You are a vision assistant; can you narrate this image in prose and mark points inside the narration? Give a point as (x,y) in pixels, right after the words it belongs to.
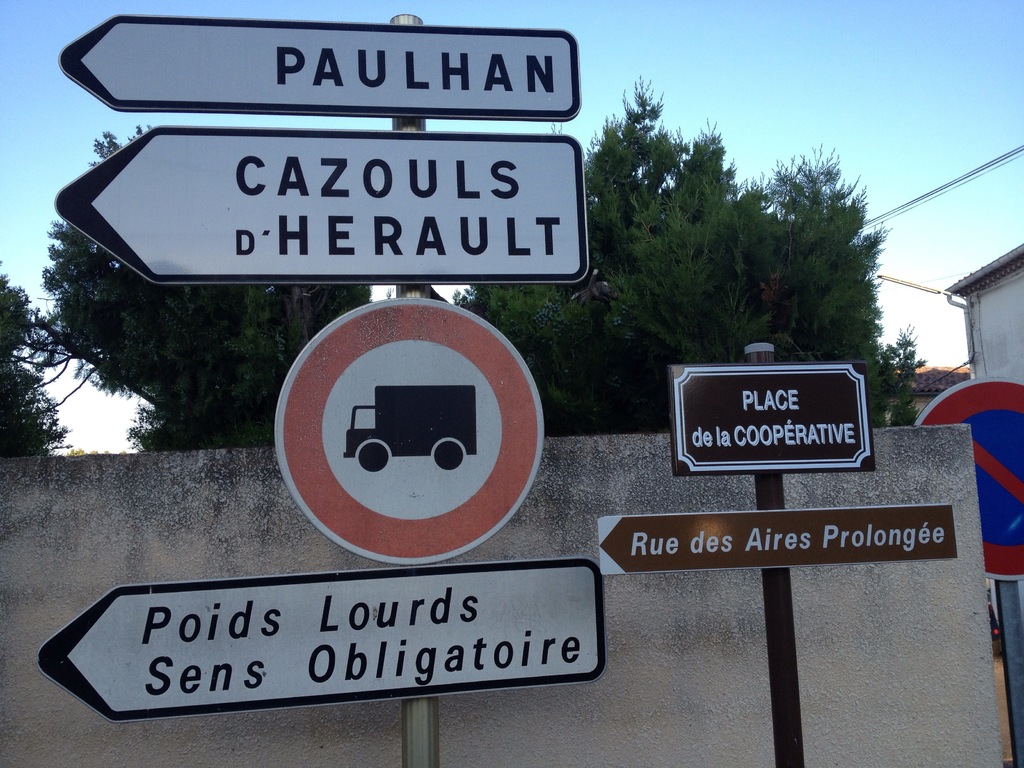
In this image, we can see poles (1013,616) with boards (539,561). In the background (521,536), we can see the walls (716,658), trees (567,398), wires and sky (789,108).
